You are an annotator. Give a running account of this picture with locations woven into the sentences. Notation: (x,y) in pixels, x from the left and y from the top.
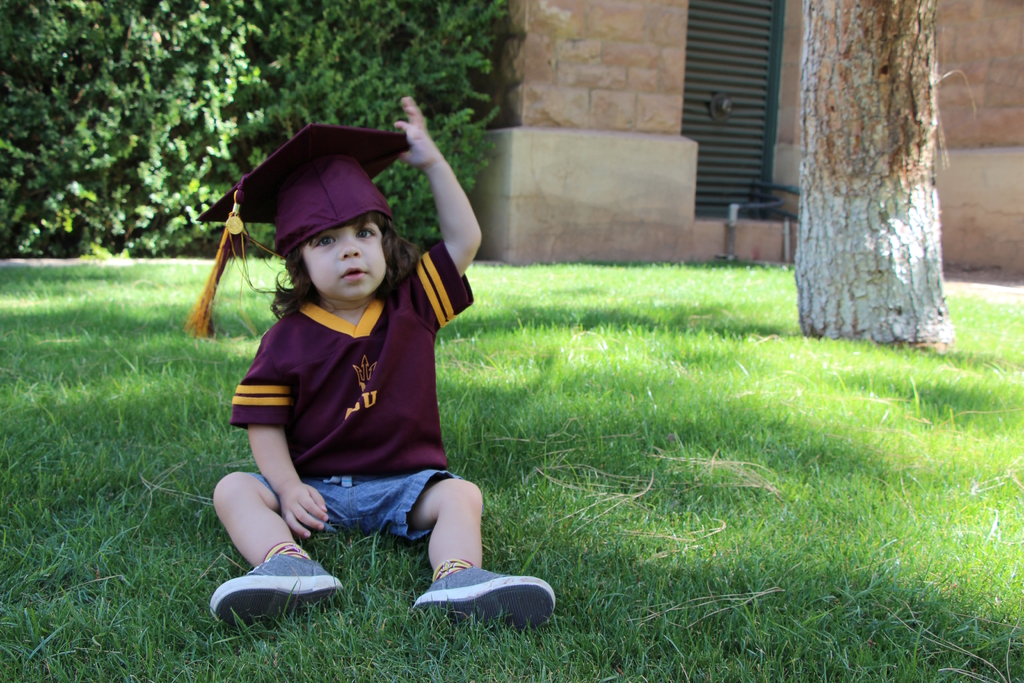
In this image we can see there is a boy (386,405), tree trunk (854,116) and grass (539,317). The boy (360,271) wore a hat (360,199). In the background (553,172) we can see a wall (650,95), grille (716,170) and plants (180,81).
